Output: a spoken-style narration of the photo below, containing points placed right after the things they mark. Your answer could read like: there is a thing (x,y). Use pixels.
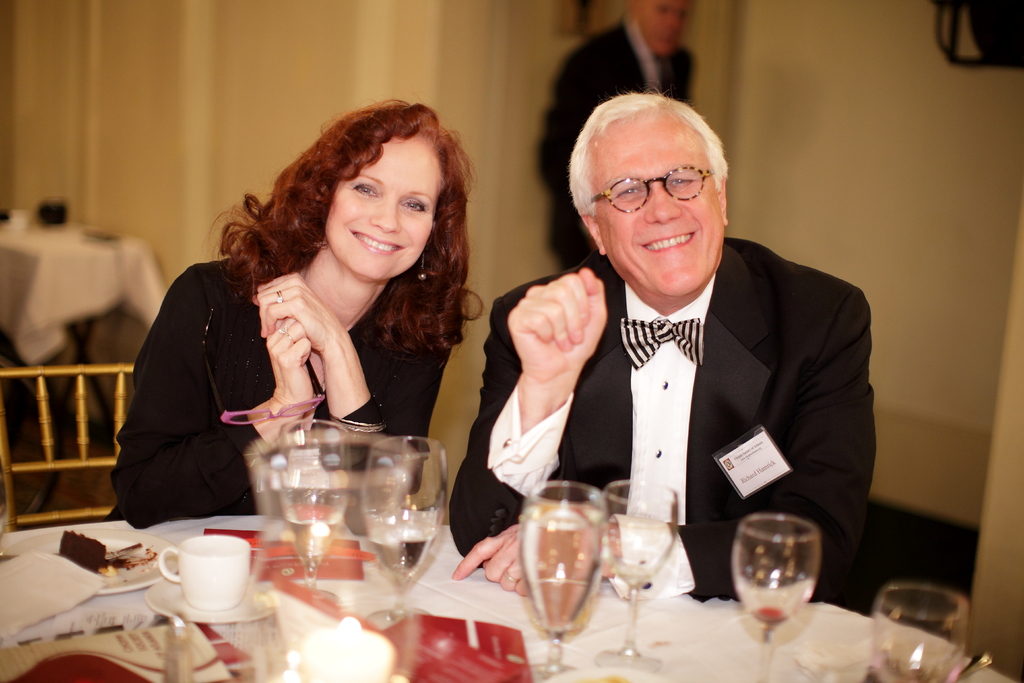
A man (623,136) is sitting on the chair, he wore a black color coat (751,382) and smiling. Beside him there is a woman (429,334), she wore a black color dress (250,352) and also smiling. there are wine glasses (394,479) on this dining table (426,616).
